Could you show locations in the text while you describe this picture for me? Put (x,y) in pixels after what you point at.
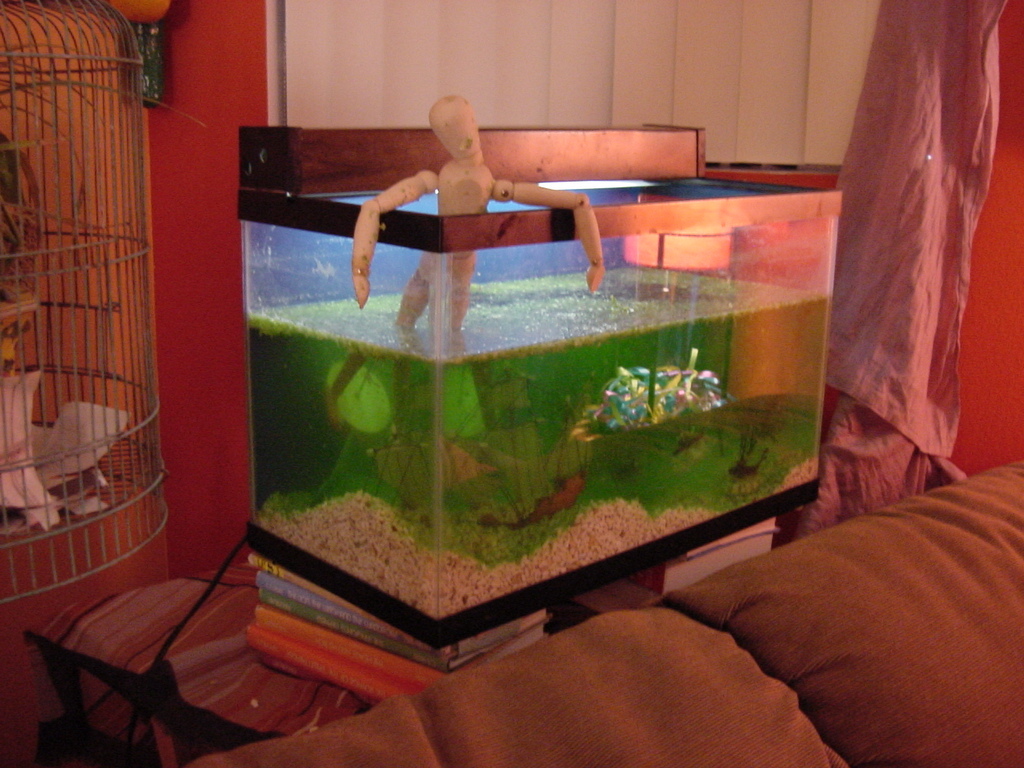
In this image there is a sofa (781,658), behind the sofa (944,544) there is an aquarium (314,287), beside that there is a cage (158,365), in the background (216,84) there is a wall (196,50) and a curtain (896,267).
